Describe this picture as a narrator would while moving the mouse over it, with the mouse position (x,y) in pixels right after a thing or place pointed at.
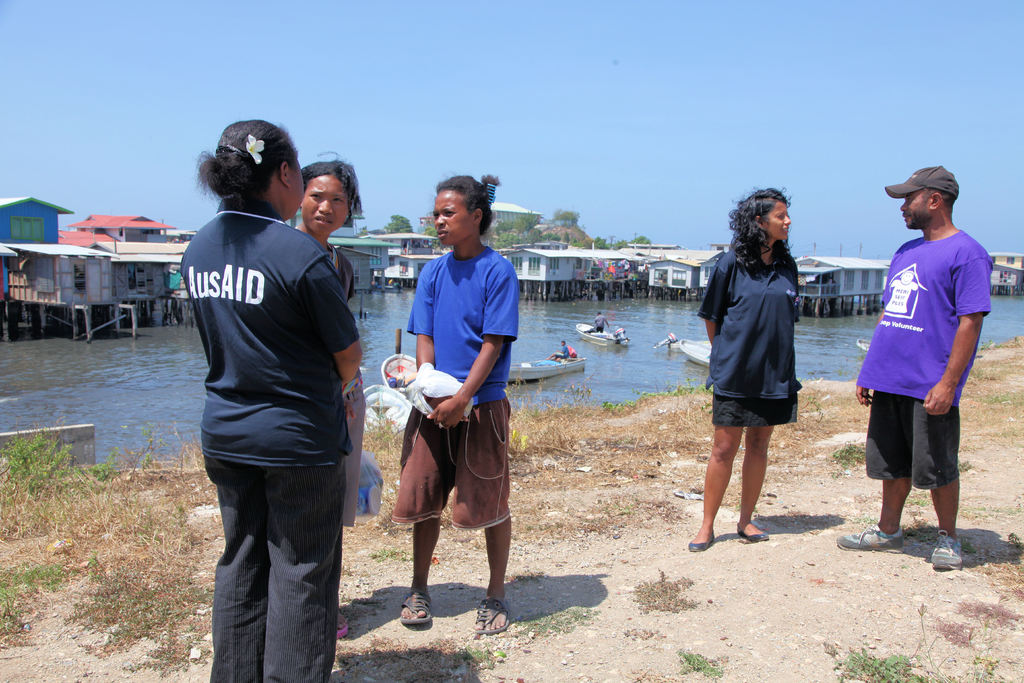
In this image we can see there are a few people (484,432) standing, behind them there are two people (564,358) floating on the individual boats (587,339) on the river (663,377). At the center of the image (672,275) there are few wooden houses (135,277) on the water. In the background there is a sky (177,112).
